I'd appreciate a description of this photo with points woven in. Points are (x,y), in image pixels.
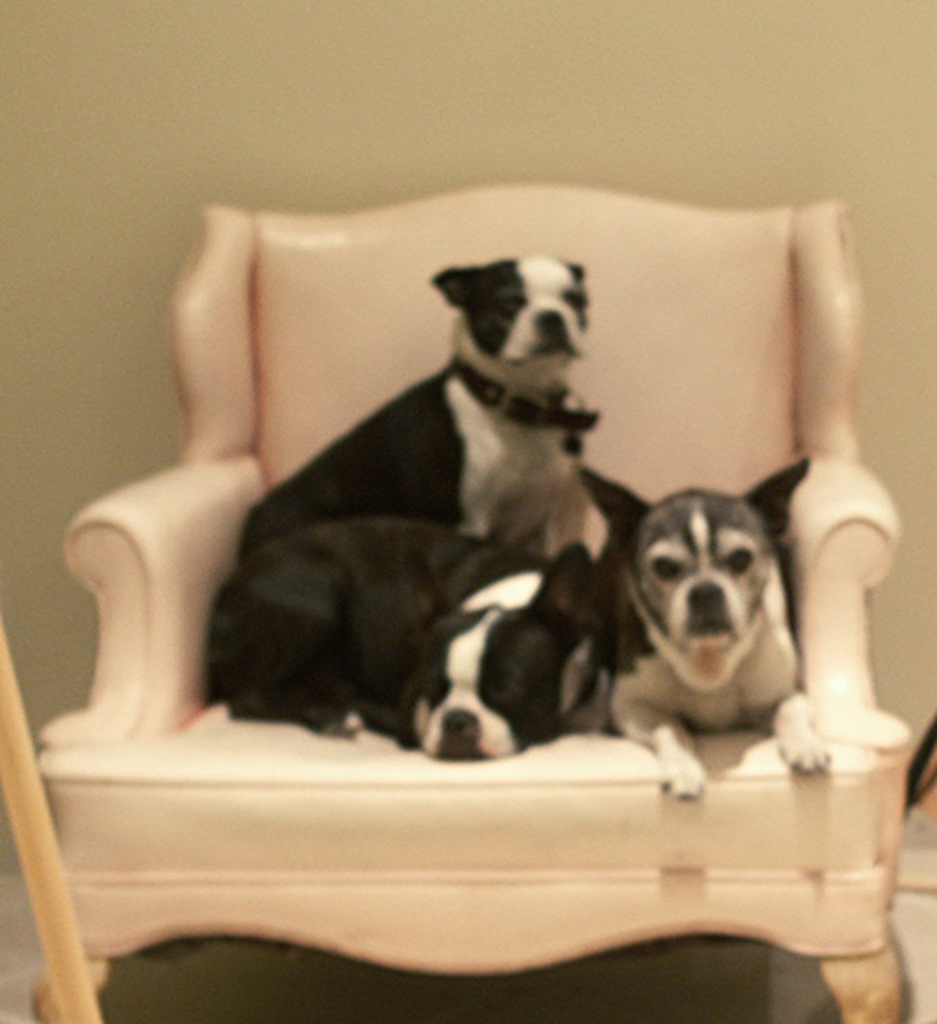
There is a chair (278,228). On the chair (490,766) there are dogs (405,535). In the back (412,90) there is a wall (512,136). On the left side (57,919) there is a stick (65,893).
